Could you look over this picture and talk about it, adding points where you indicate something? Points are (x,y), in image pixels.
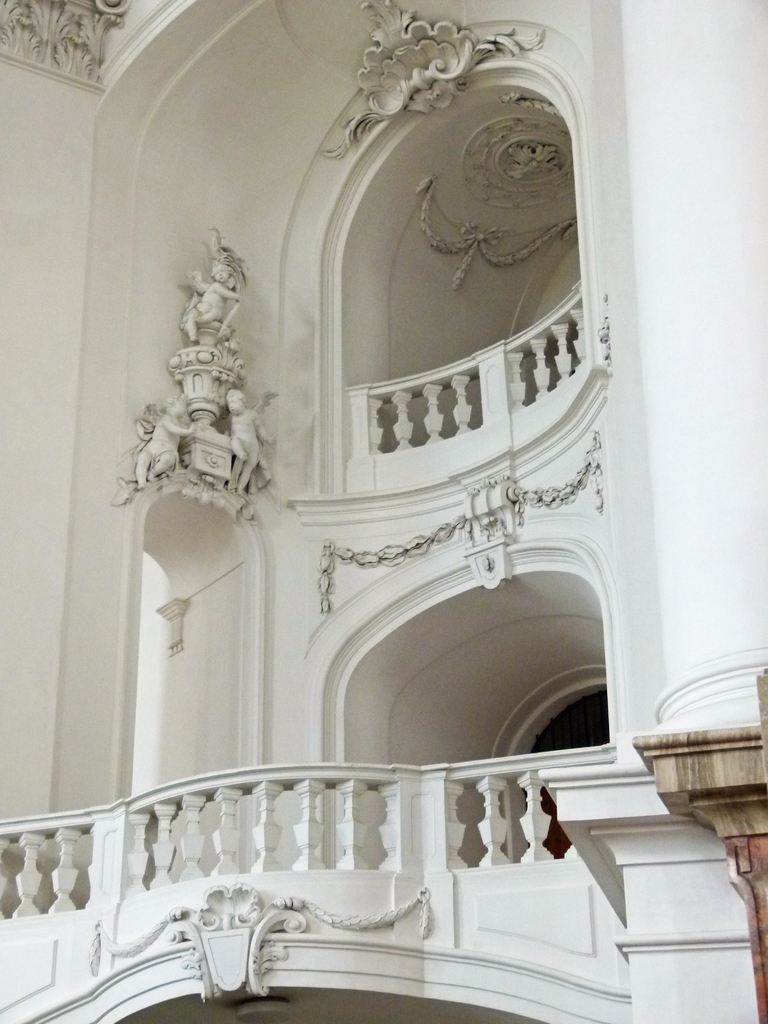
In this image at front (688,786) there is a building (378,382).
